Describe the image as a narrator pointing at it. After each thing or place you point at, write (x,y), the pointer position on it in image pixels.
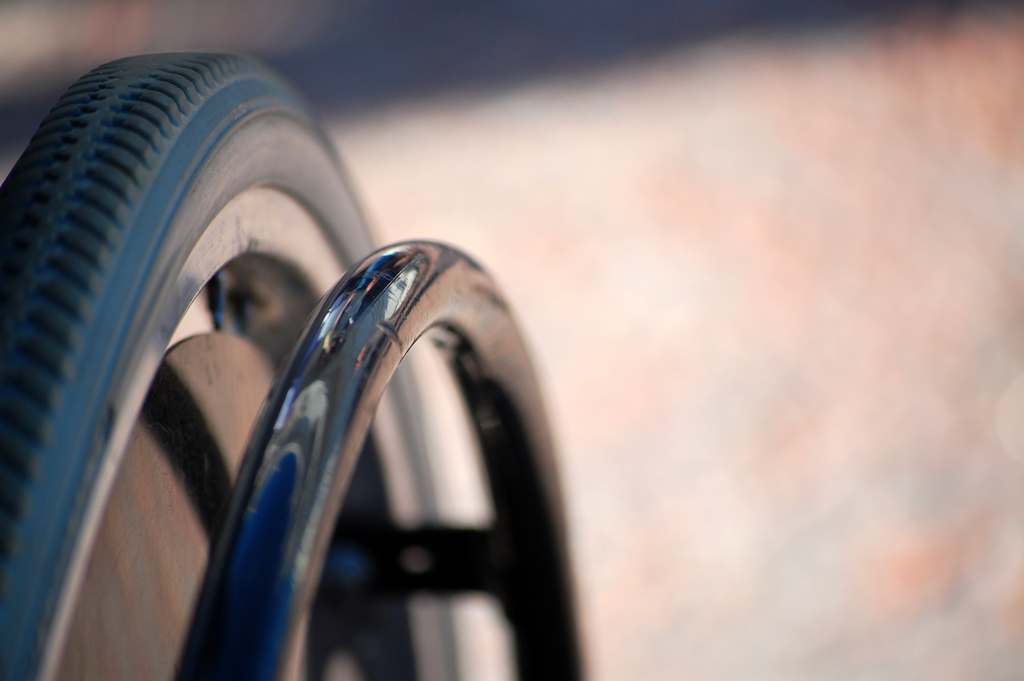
This image is taken outdoors. In this image the background (519,229) a little blurred. On the left side of the image (112,173) there is a wheel (221,240) and a tire (110,273).
